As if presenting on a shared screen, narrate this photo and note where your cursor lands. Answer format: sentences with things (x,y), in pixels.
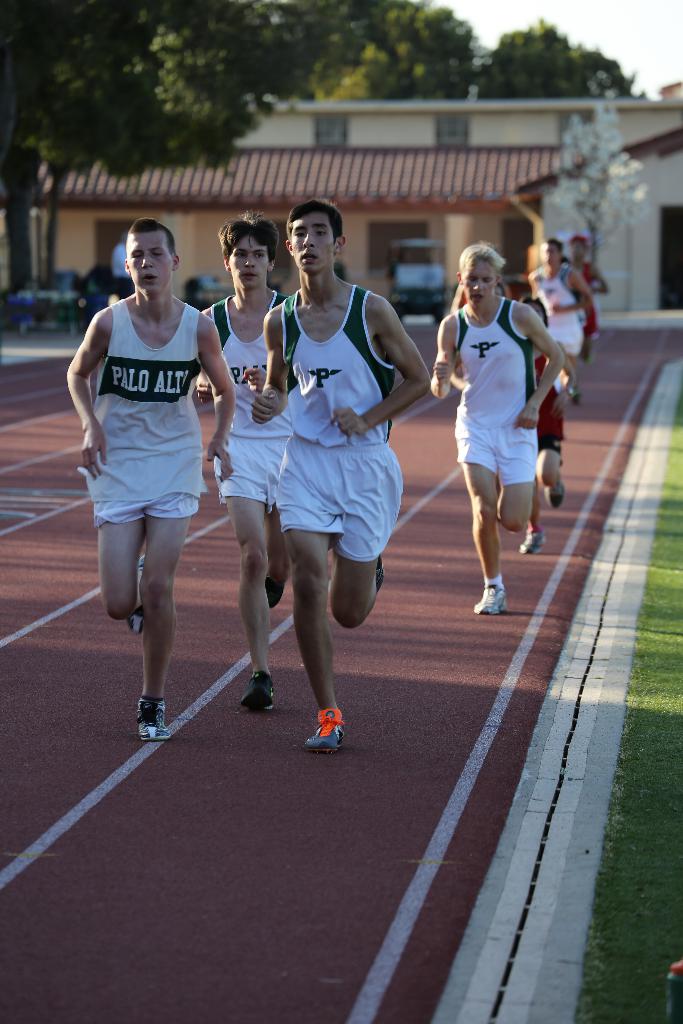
In this image, we can see persons (478,376) wearing clothes (330,401) and running on the track (255,937). There is a building (378,147) and some trees (419,62) at the top of the image (418,63).
